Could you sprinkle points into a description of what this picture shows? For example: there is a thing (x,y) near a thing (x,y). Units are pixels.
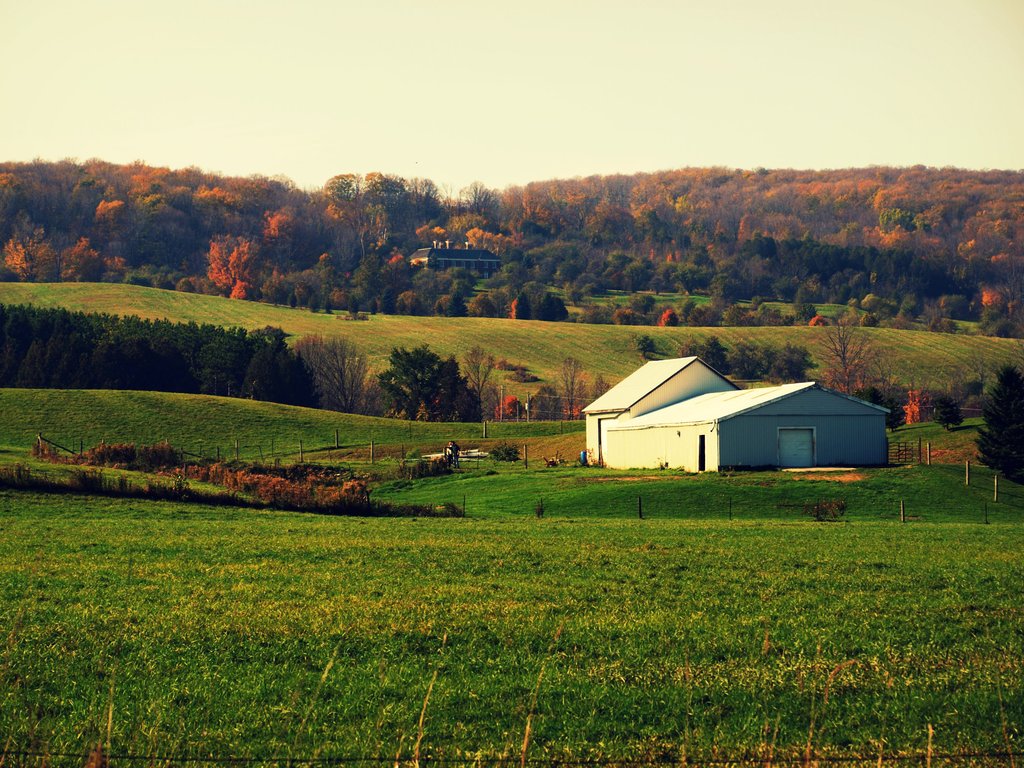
In this image, we can see some trees (849,248) and plants (279,503). There is a shelter house (825,393) in the middle of the image (675,377). There is a sky (575,109) at the top of the image (534,43).
